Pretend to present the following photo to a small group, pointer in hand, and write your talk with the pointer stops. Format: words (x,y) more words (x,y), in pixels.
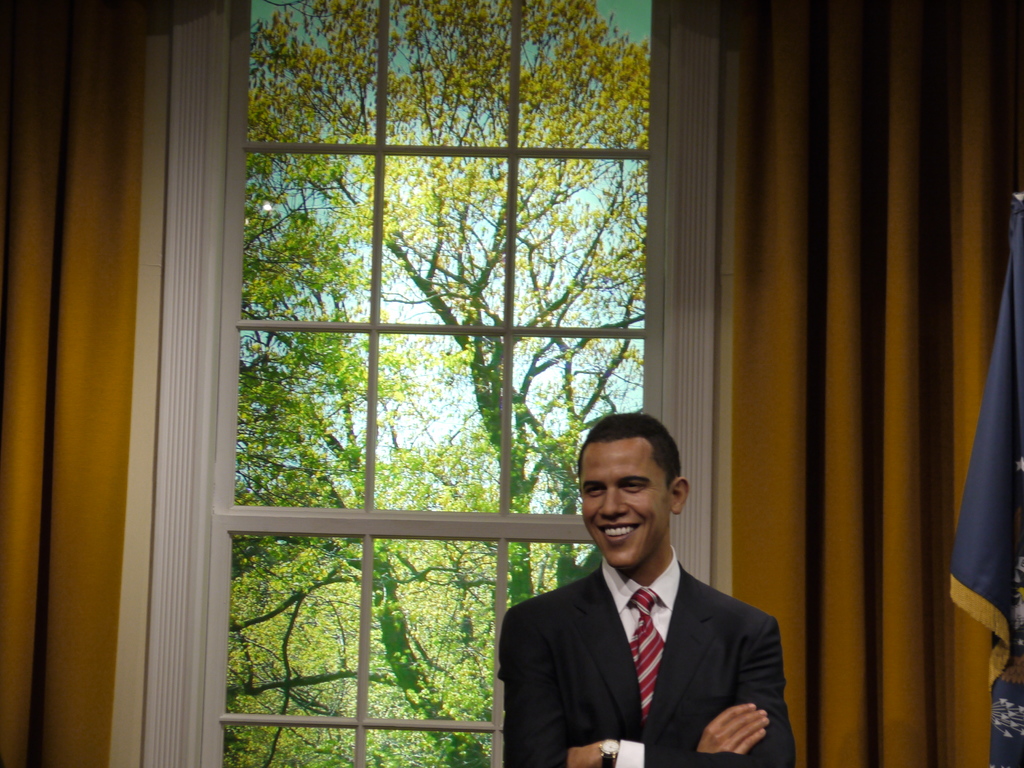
In the center of the image (625,467) we can see a man (614,614) standing and smiling. He is wearing a suit (630,700). In the background (479,656) there is a window (435,466) and we can see trees (418,489) through the window glass (415,417) and there are curtains (928,533).
